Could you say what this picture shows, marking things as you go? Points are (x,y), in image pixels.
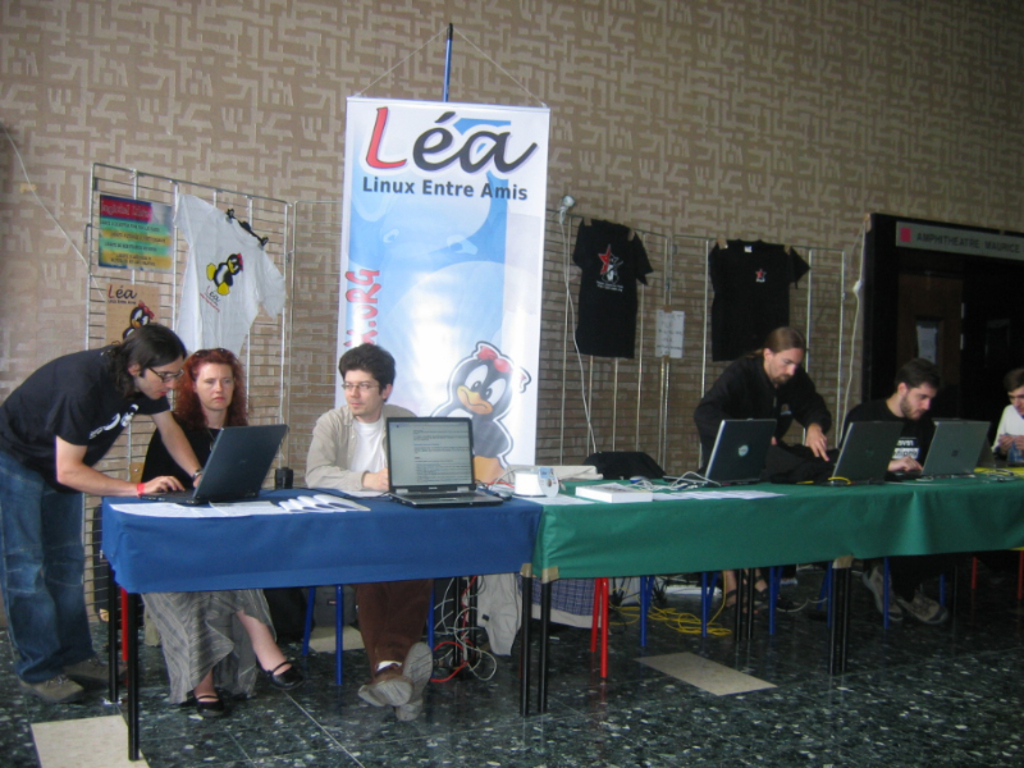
There is a table (399,570) at here people (878,578) are sitting in the chairs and working with the laptops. Two persons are standing at here there are T-Shirts (619,344) are hanging over here. If you look at here it's a banner (499,333) with a cartoon image (511,360).
